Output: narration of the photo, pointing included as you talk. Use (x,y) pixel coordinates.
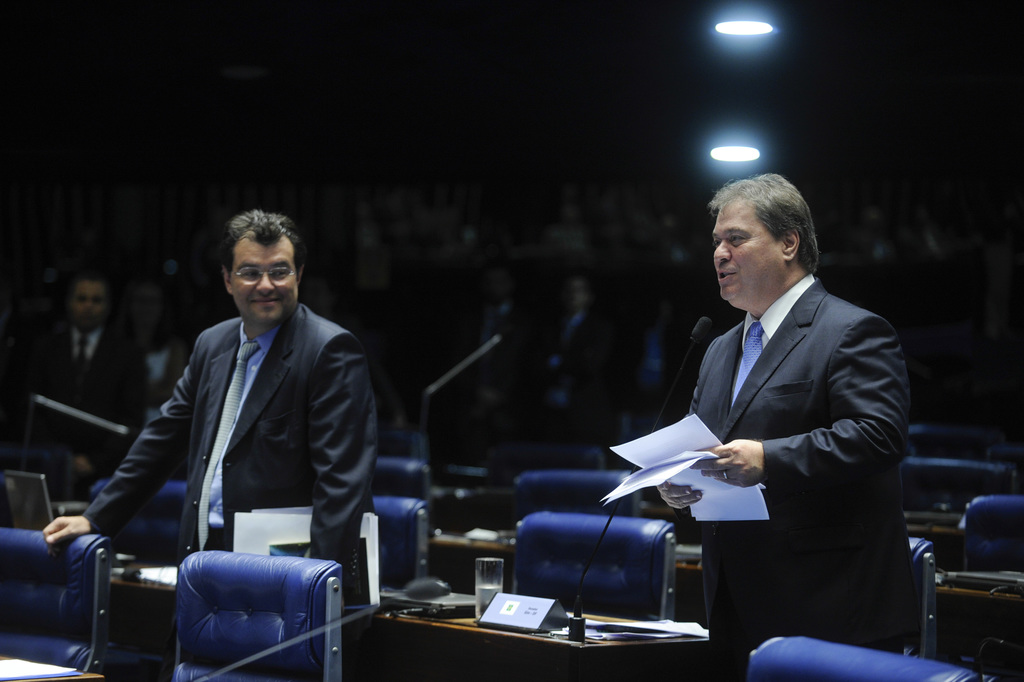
In this image there are people (110,380) standing and there are chairs (53,569), tables (492,637) on that tables (591,655) there are mike's (571,627), glasses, in the background (553,157) it is blurred, at the top (731,160) there are lights (737,21).
